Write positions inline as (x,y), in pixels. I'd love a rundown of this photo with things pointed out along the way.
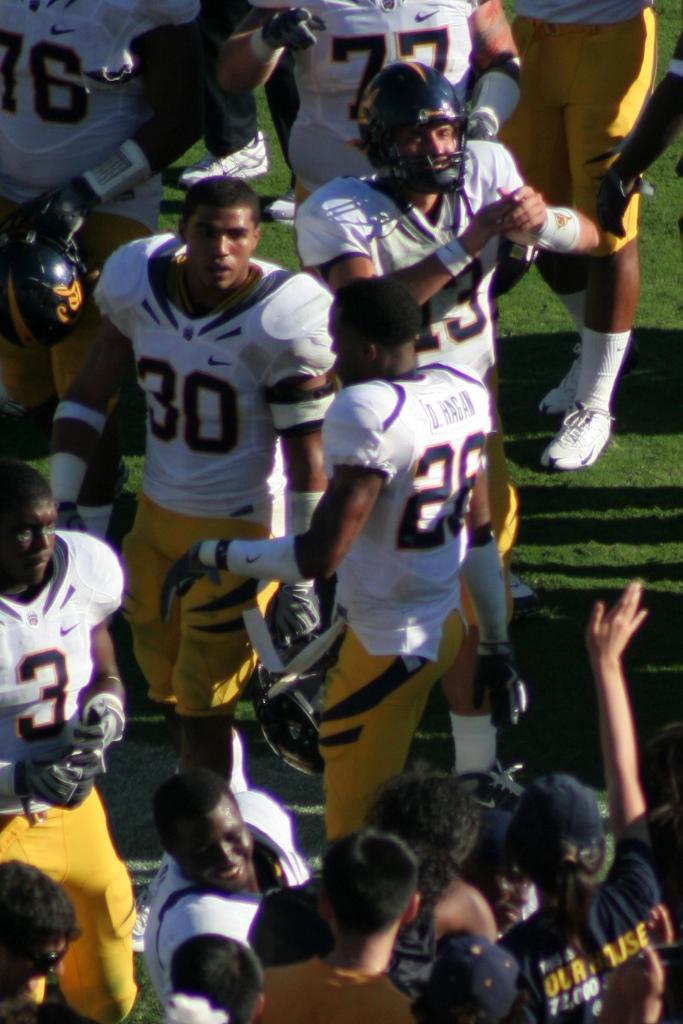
In the picture we can see some persons (315,462) wearing white and yellow color sports dress (388,442) standing in ground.
